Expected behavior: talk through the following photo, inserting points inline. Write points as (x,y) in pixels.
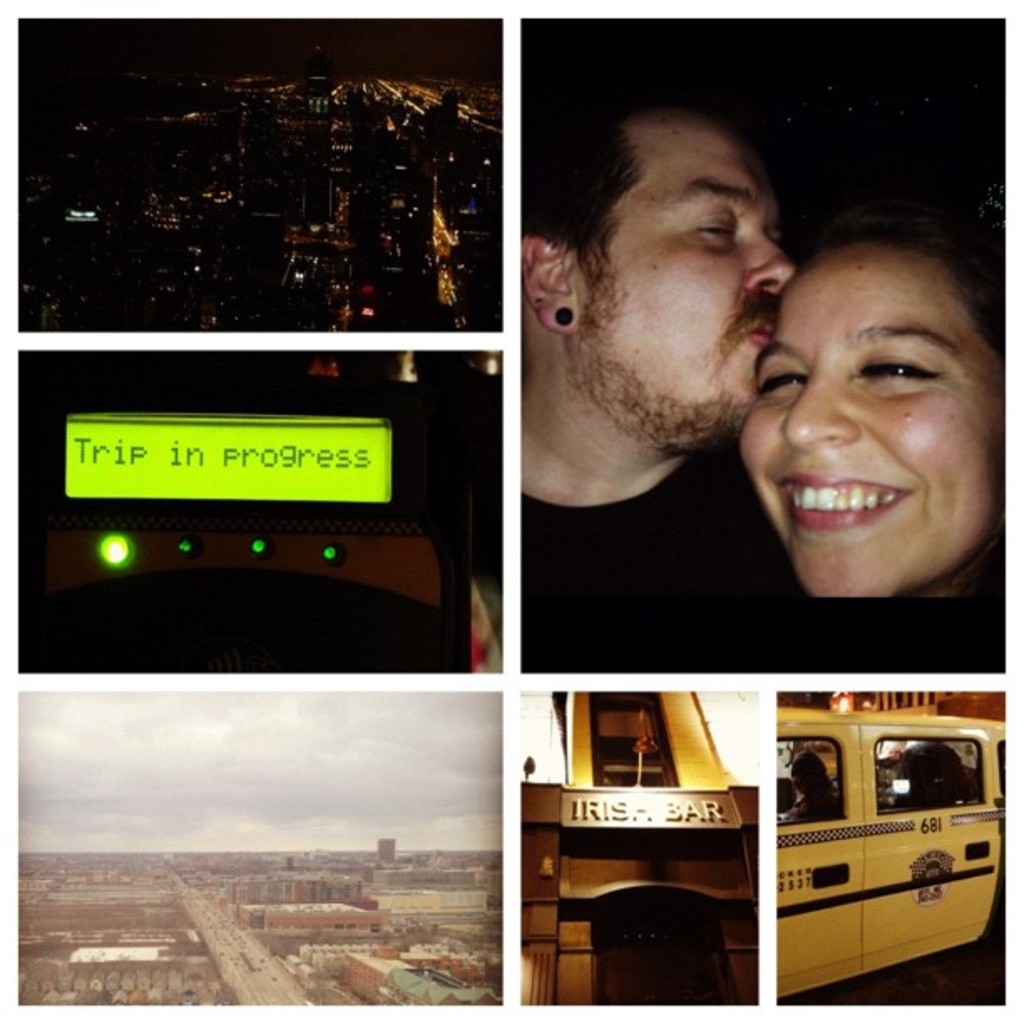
In this image we can see six pictures. This picture is dark in which we can see the buildings (297,118). This picture is also dark where we can see a machine (202,420) with LCD display (214,435) with some text (345,452). In this picture we can see buildings (308,885), road (240,964) and the sky (109,802) with clouds (223,822). In this picture we can see a man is kissing the woman (912,591). Here we can see the tower building (650,850). And in this image we can see the vehicle (820,747).
